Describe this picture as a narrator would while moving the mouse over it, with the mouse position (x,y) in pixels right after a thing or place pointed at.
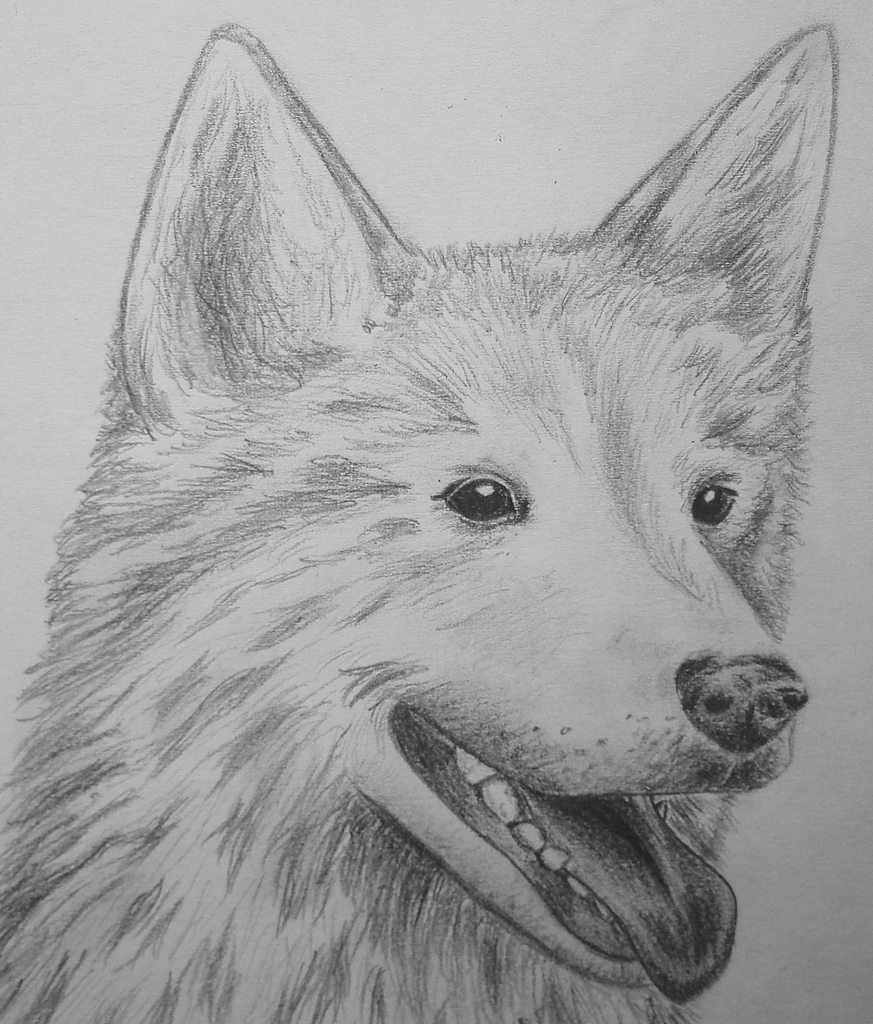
In this image we can see a drawing of a dog (326,709).
